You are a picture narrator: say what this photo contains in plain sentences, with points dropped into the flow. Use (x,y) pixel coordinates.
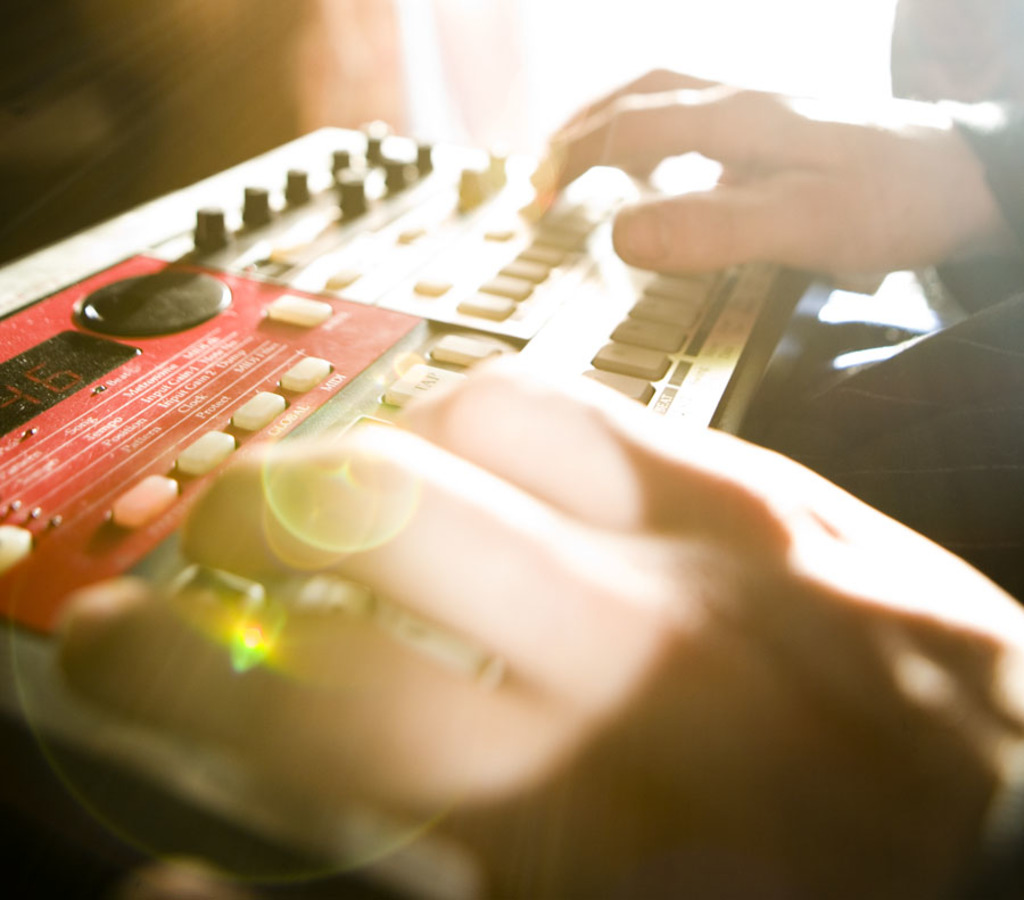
On the right side (952,416), there is a person (684,110) placing both hands (459,451) on a device (590,248) which is having buttons (228,436) and a screen (10,402). And the background (852,4) is blurred.
